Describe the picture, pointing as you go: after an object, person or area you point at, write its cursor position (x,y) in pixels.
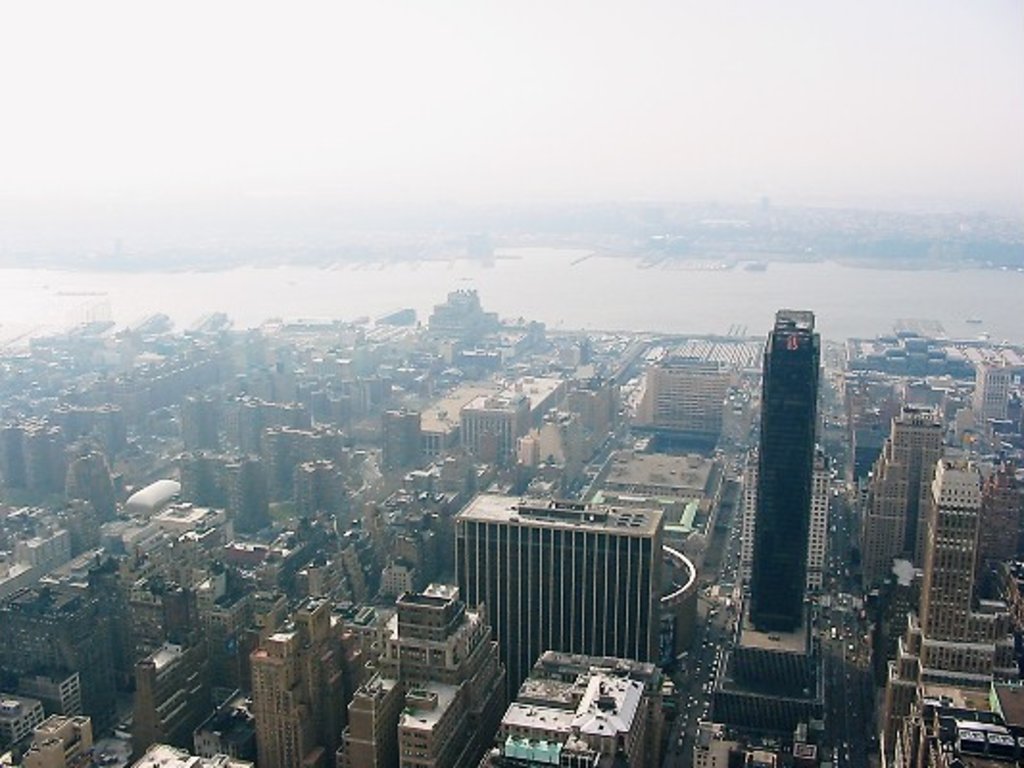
Here we can see buildings (813,491), vehicles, and water (614,298). In the background (673,184) there is sky (451,142).
